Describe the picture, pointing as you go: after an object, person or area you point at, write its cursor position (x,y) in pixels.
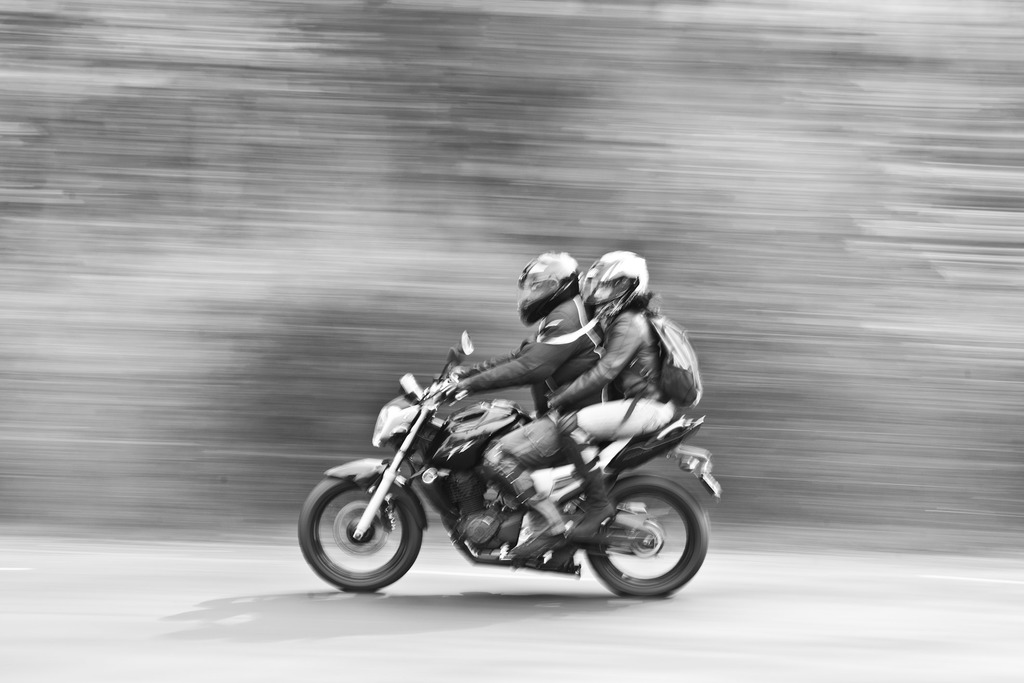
In this picture there is a man (552,363) riding a motor bicycle (491,469). There is a woman (652,390) sitting on a motor bicycle (607,442) is wearing a backpack (679,367) on her back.
